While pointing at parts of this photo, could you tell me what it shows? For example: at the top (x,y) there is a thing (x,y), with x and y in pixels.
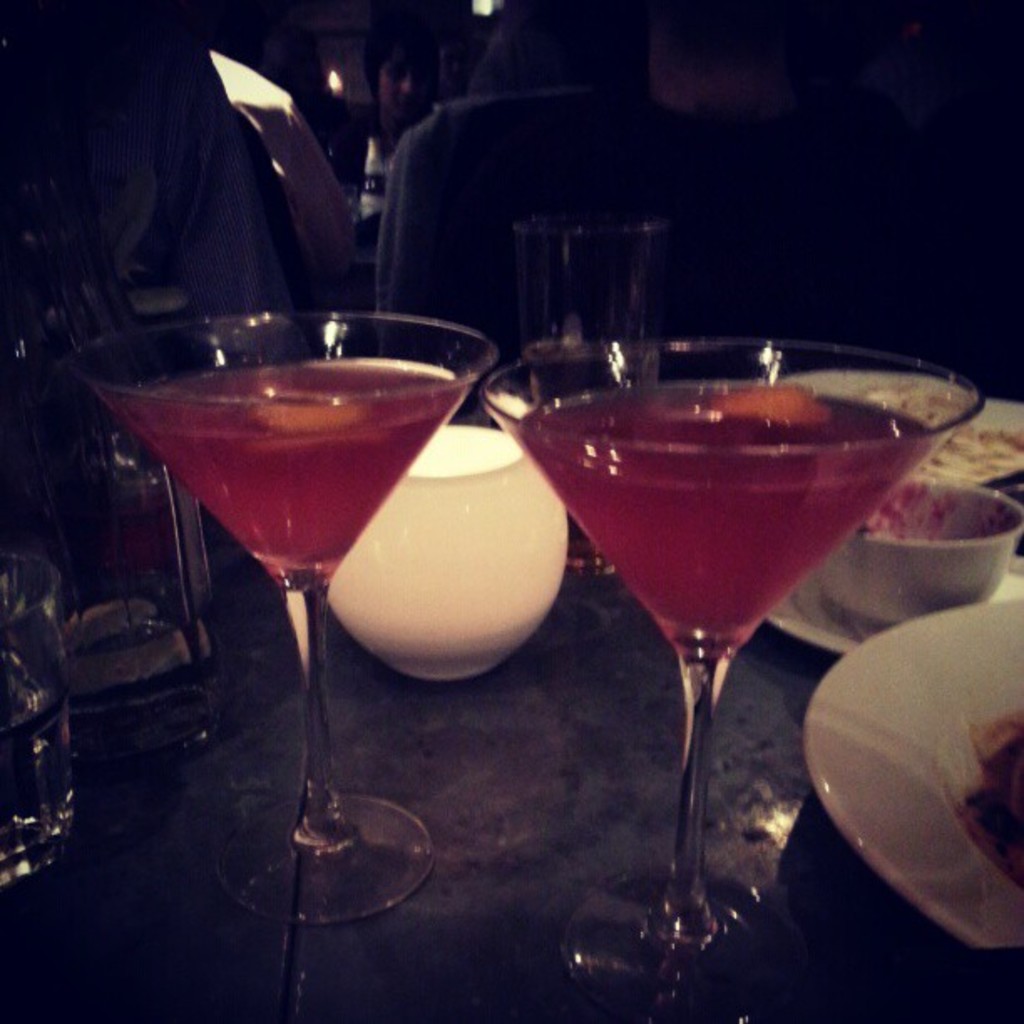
In this image there is a table (578,734), on that table (559,856) there are glass (406,459), in that glass (609,465) there is liquid (564,484) and there are bowls (902,593), plates (921,693), in the background (330,160) there are people (205,157) sitting on chairs (413,126).
